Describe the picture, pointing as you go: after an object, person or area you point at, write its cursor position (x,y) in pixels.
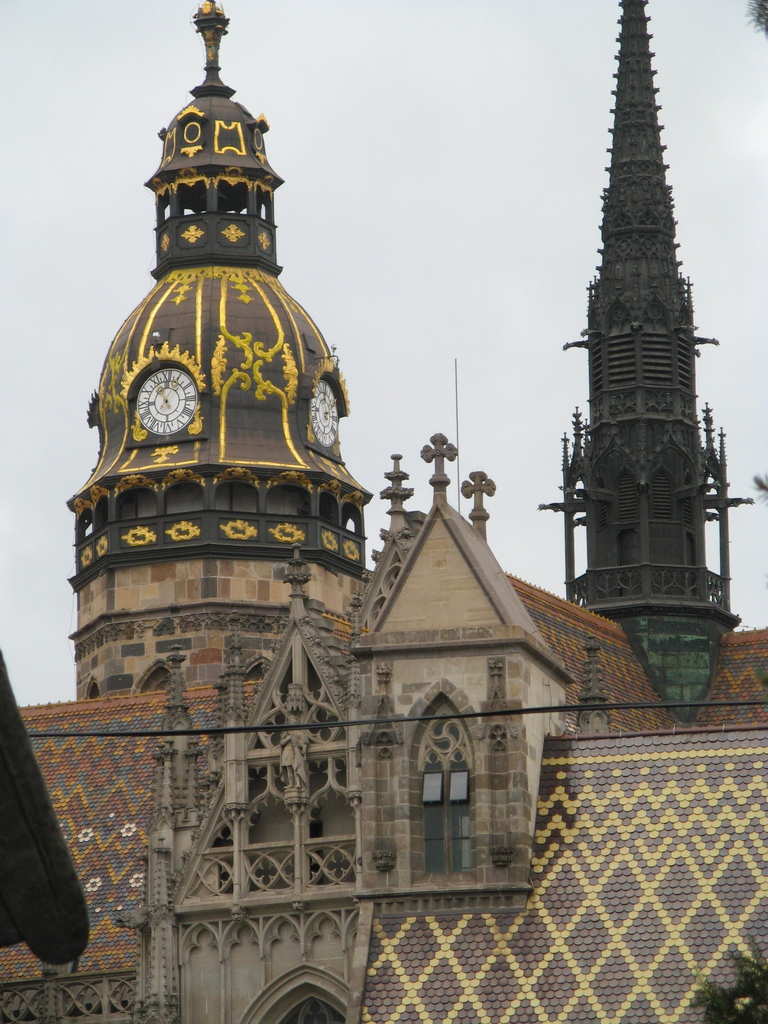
In this image in the center (274,681) there are buildings (283,762) and there are towers (195,389) and the sky (306,188) is cloudy. On the tower (253,400) which is on the left side (188,409) there are clocks (188,398) and there is an object (25,862) on the left side (24,881) which is visible. On the right side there is an object (735,1002) which is black in colour and on the top right (761,16) there are leaves (758,12).
